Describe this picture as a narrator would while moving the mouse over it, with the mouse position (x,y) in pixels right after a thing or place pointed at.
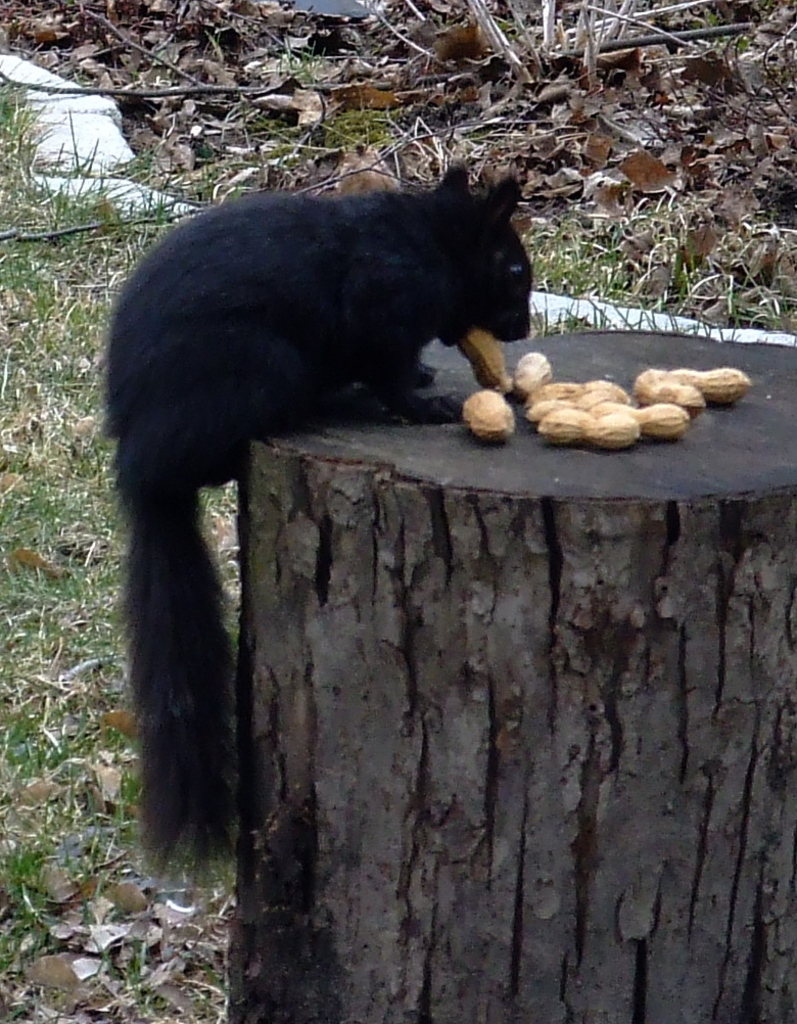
In this picture we can see a black animal (228,850) eating groundnuts (489,372) on a wooden log (463,382). On the ground (148,870) we can see grass (54,635) and dry leaves (406,48).
